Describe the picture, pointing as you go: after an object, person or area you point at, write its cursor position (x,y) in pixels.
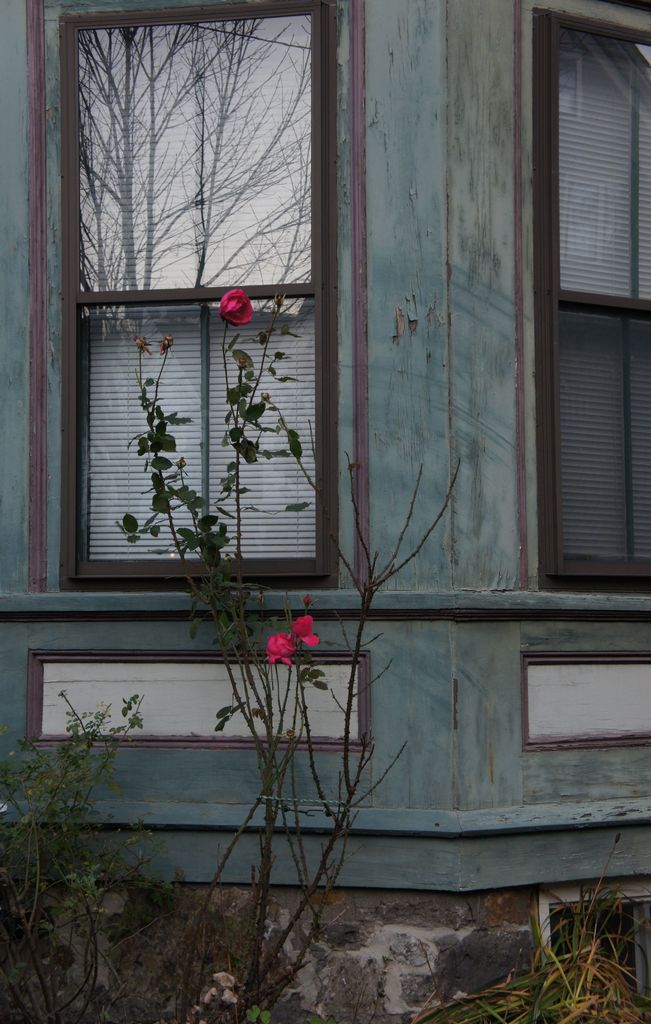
In this image, there are plants (597,977) and I can see the windows (296,264) to a wall (525,371). I can see the reflection (143,283) of trees (151,160) and the sky (268,68) on a glass window (182,215).
